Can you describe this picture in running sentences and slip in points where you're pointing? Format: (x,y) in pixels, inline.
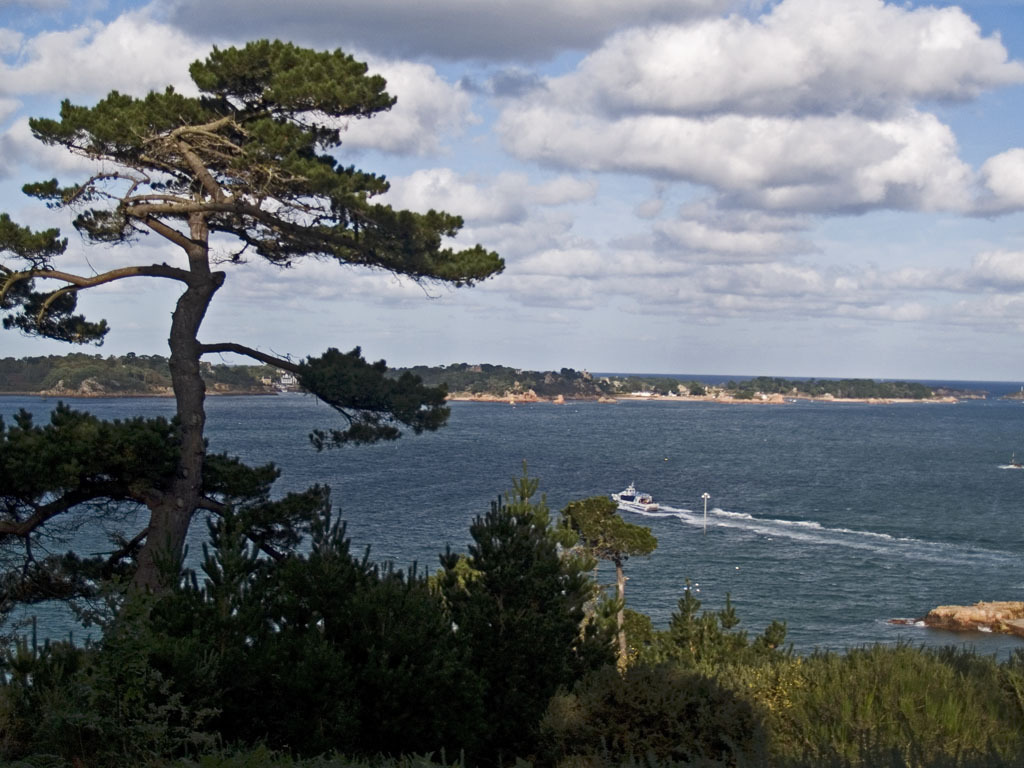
This image consists of tree (232,123) along with plants (754,649). In the middle (569,468), there is a water (743,522) on which there is a boat (624,494). In the background (469,371), there are trees (457,388). At the top (602,110), there are clouds (627,130) in the sky (629,171).
